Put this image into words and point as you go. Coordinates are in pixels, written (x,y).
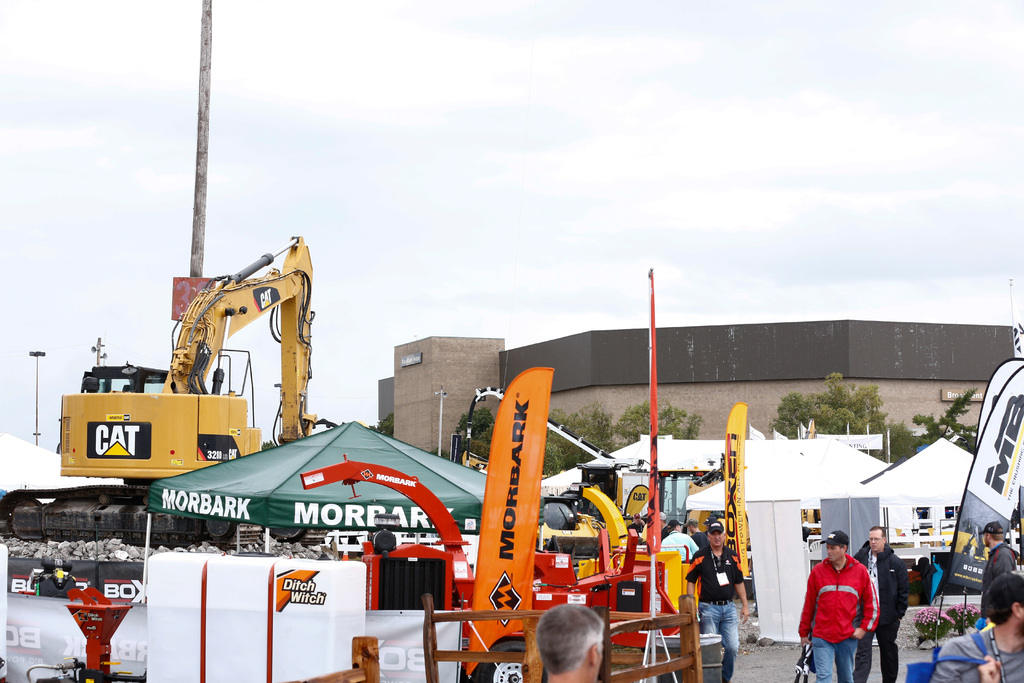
In the image in the center (531,437), we can see the tents (411,464), cranes (670,474), banners (731,507), ladders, boxes (260,562), stones (14,547), few people (872,613) were standing and holding some objects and a few other objects (449,533). In the background (492,136) we can see the sky (613,124), clouds (699,209), buildings (744,397), trees (697,428) etc.
